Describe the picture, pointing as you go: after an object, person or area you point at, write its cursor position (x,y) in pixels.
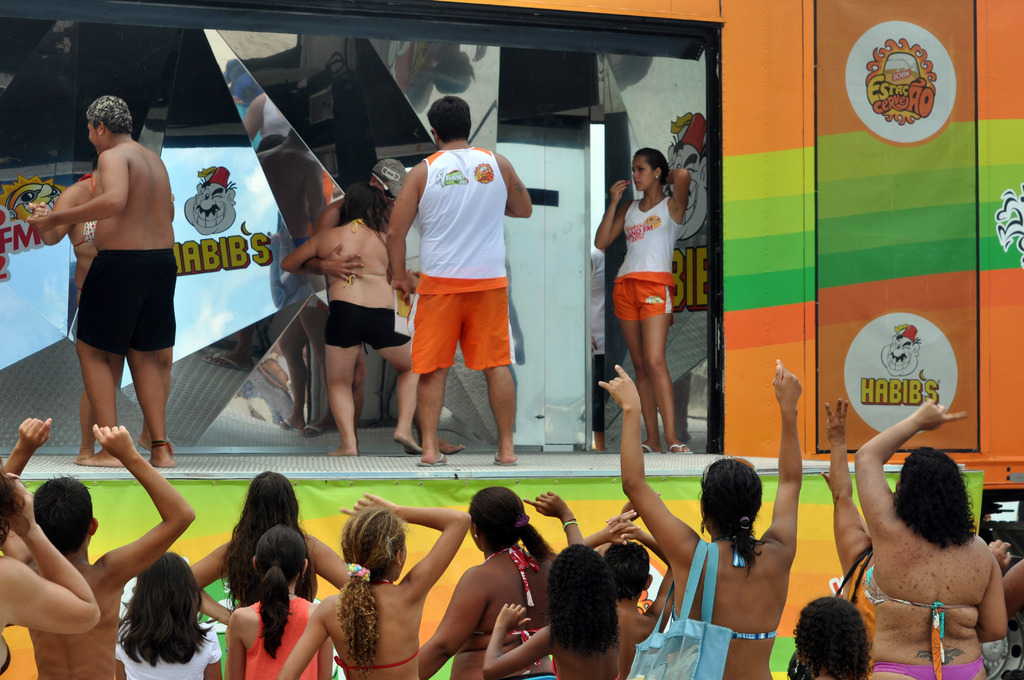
There are people (834,617) and we can see stage (524,462). We can see mirrors (341,40), reflection (251,257), poster (211,266) and information (242,261). We can see hoarding (819,207).
